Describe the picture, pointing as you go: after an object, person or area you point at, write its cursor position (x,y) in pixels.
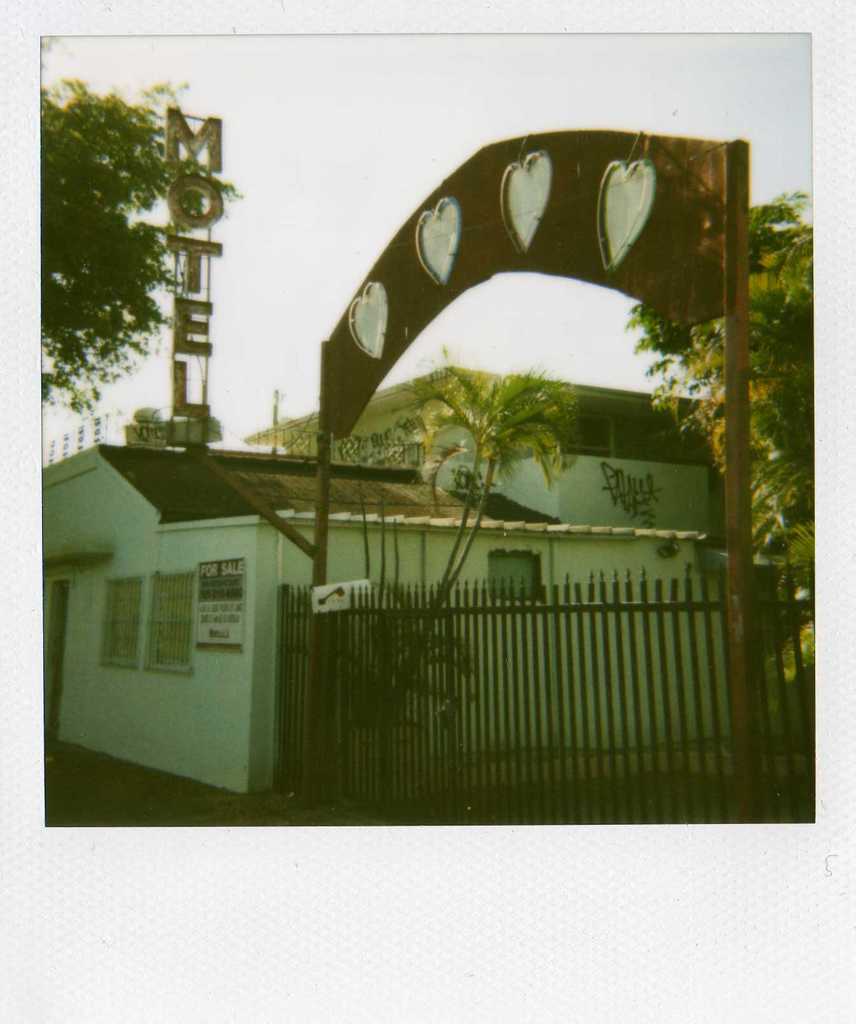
To the left side of the image (209,561) there is a house (110,629) with roofs (153,479), walls (75,513), windows (169,589) and poster (234,589) on it. Above the house (394,502) there is a name board (194,301). And to the left corner of the image (57,115) there is a tree (112,206). To the right bottom of the image (806,698) there is a fencing (485,743) with arch (740,724). In the background (707,389) there are trees (763,310) and also there is a sky (335,251).
